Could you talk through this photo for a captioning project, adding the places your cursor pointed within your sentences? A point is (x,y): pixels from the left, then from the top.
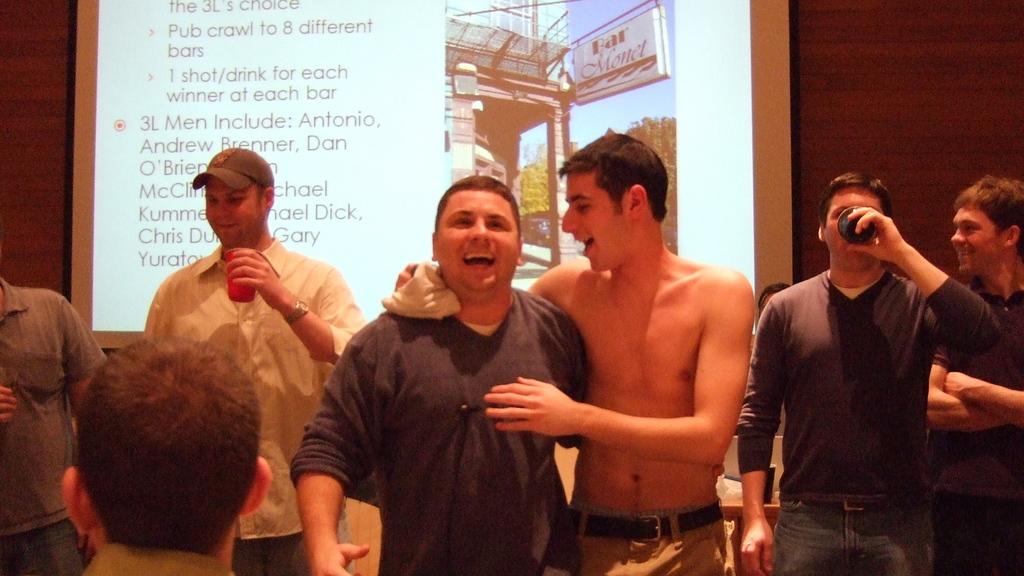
In this image we can see many people (739,419) and few people (259,347) holding objects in their hands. There is a projector screen (550,120) in the image. There is an object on the table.
